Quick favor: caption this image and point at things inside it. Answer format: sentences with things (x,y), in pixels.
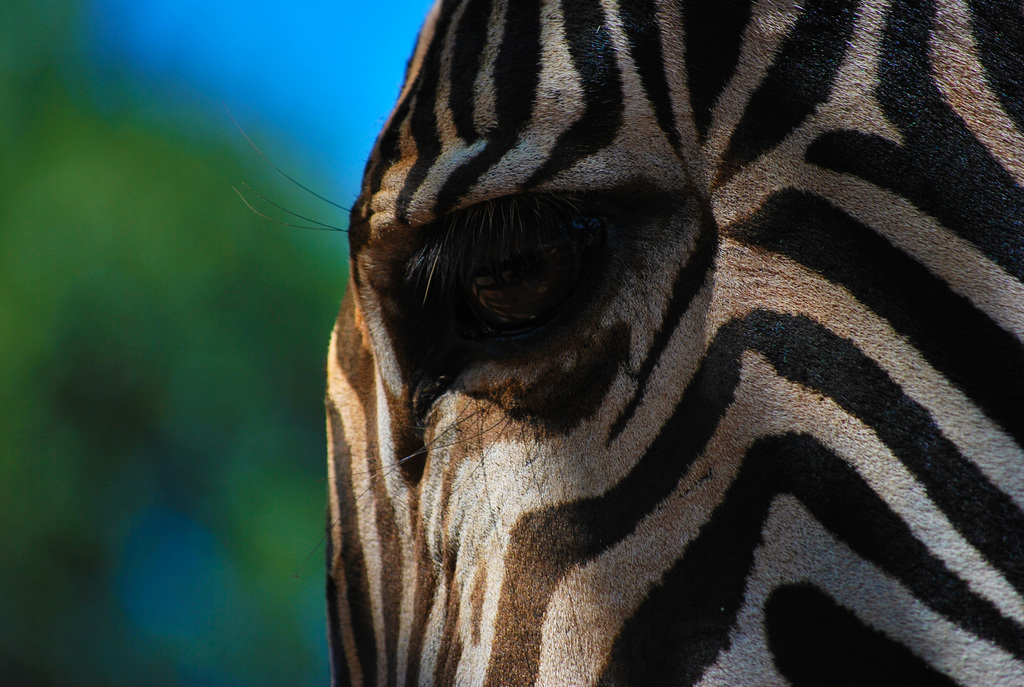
In this image we can see zebra (556,336).
